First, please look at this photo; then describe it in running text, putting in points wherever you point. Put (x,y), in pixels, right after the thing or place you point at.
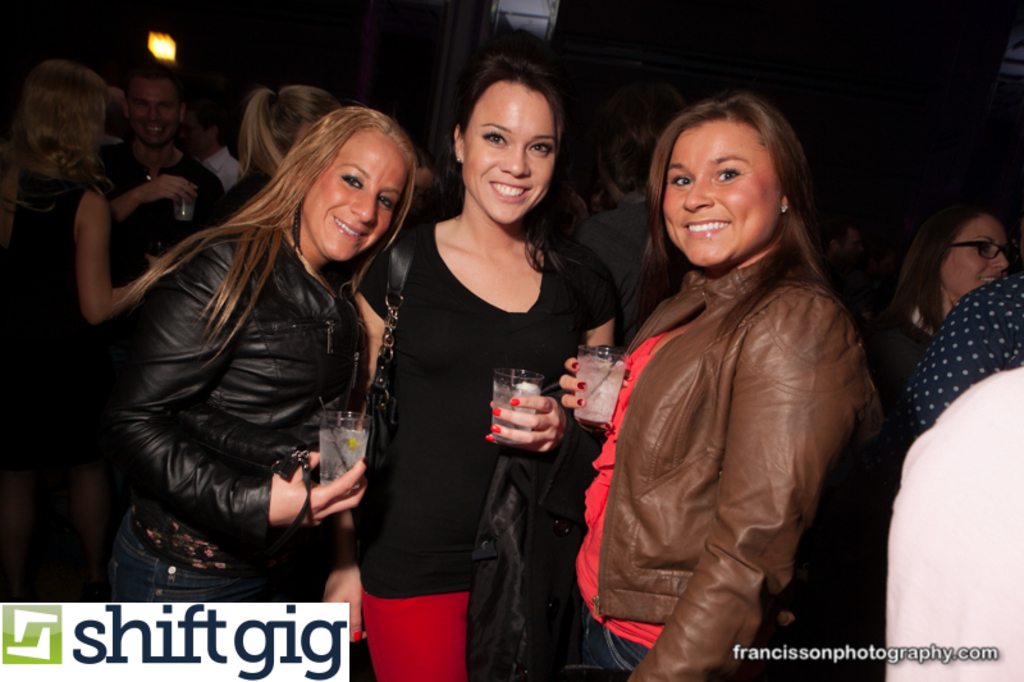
In this image we can see three women (659,427) are standing. One woman (709,468) is wearing red top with brown jacket (728,524) and holding glass (600,373). The other woman (444,475) is wearing black color t-shirt (470,420) with red pant (410,642) and carrying bag (378,395) and holding glass (520,395). Third woman (223,390) is wearing black color jacket (228,463) with jeans (151,566) and holding glass (326,445) in her hand (298,487). At the bottom of the image (332,655), watermarks (296,648) are there. Background of the image (920,273), people (199,222) are present.
